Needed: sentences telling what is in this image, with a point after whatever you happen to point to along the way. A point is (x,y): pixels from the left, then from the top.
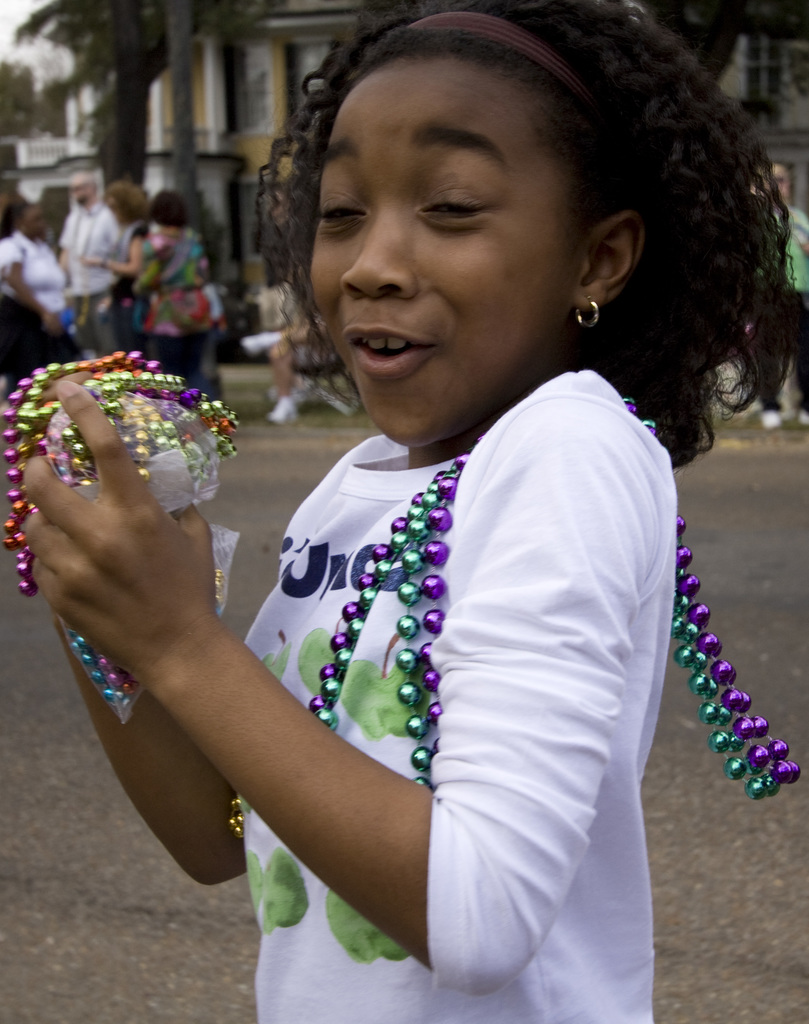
In this image we can see a girl (386,227) and she is smiling. Here we can see the bead chains (176,386) in her hands (179,528). Here we can see a few people (116,311) on the left side (112,257). In the background (248,119), we can see the building (290,23) and trees (188,114).
